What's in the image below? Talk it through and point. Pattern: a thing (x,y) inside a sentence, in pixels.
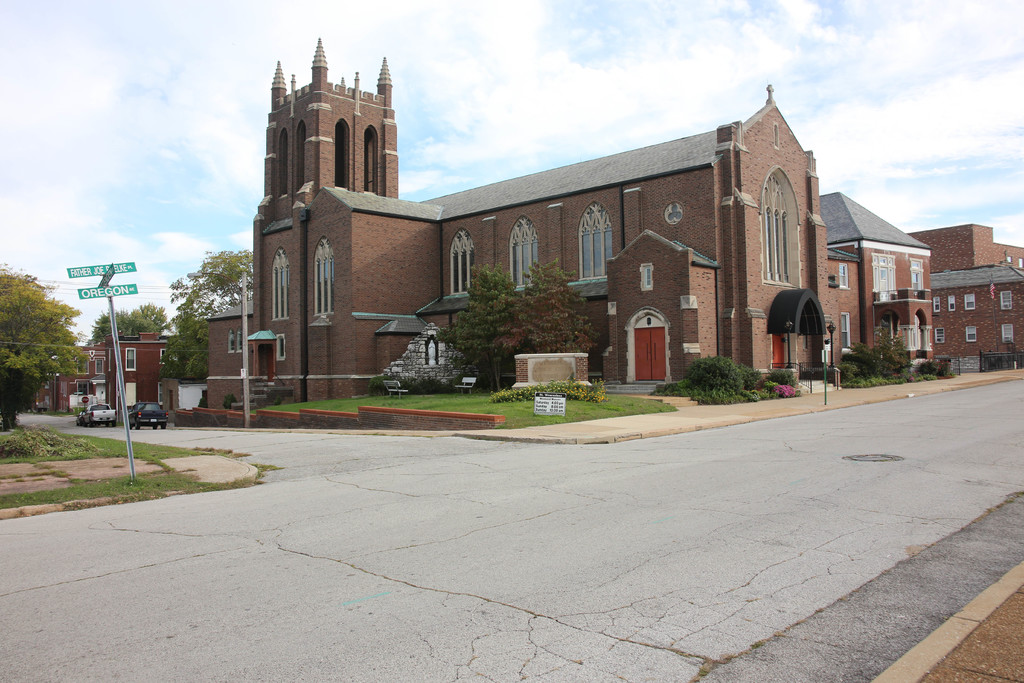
In this image I can see on the left side (108,269) there is the sign board (103,289) and few vehicles (160,417) are moving on the road (638,519). In the middle (541,300) there are trees (561,325) and it looks like a church (621,273). At the bottom (588,527) there is the road (653,567), at the top (711,50) it is the cloudy sky (691,70).
